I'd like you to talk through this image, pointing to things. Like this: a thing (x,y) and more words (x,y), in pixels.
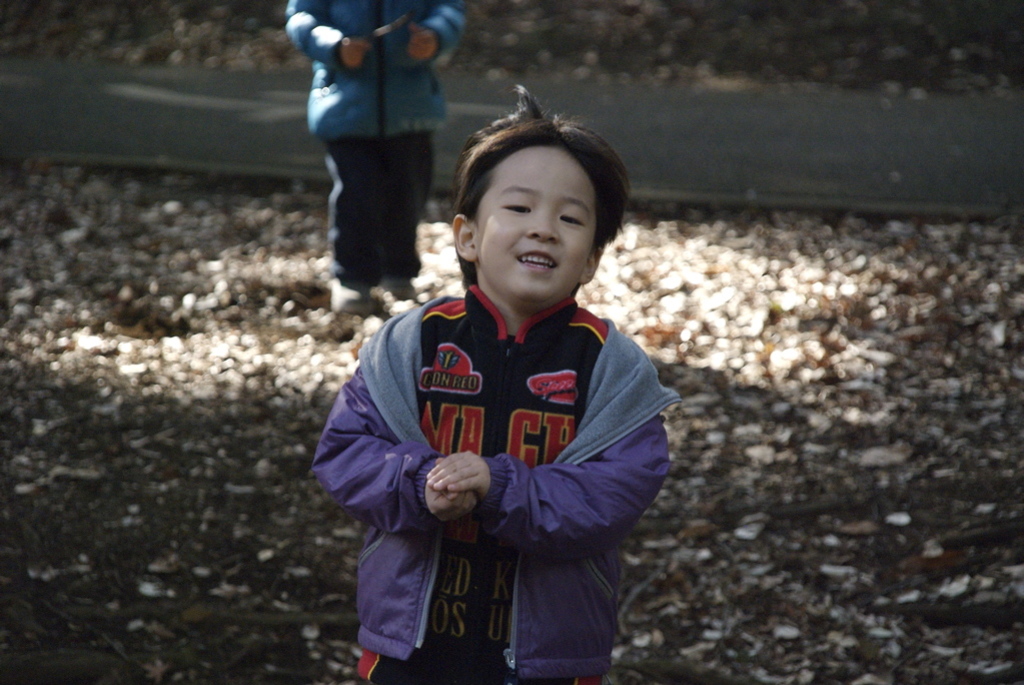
Here we can see two children (569,409) on the ground (756,541) and this is a road (948,164).
